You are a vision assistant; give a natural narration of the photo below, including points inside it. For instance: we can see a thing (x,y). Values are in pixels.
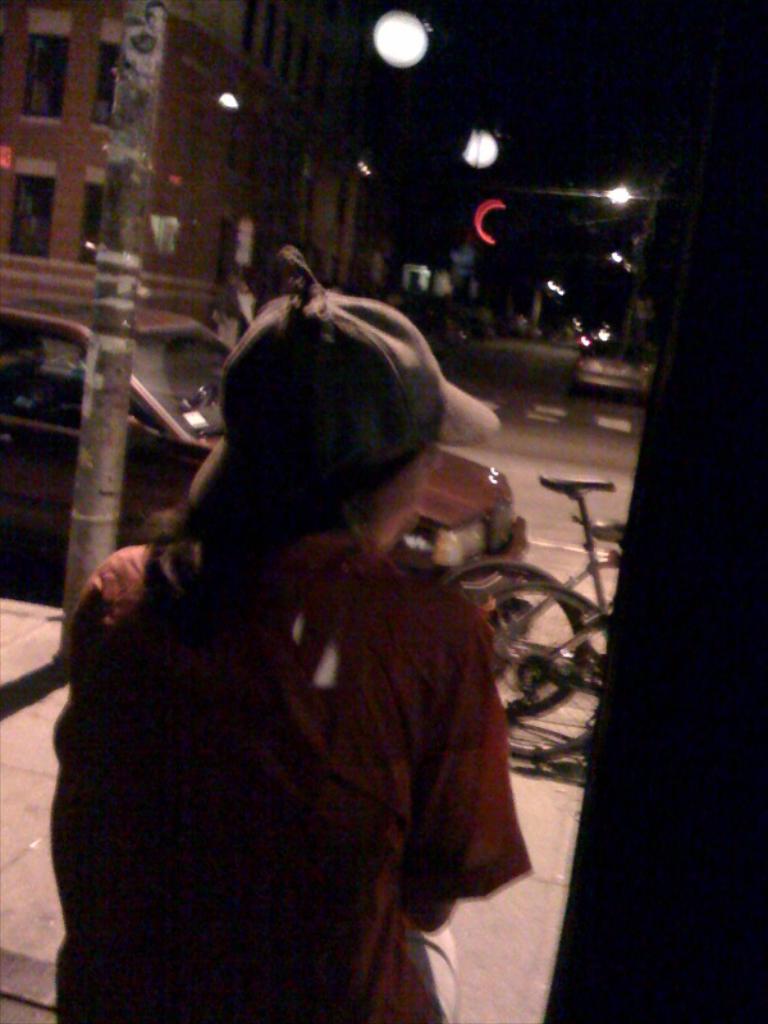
In this image I can see few buildings (288,179), windows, lights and one person (331,534) is sitting. I can see few vehicles (644,393) on the road (620,395).
